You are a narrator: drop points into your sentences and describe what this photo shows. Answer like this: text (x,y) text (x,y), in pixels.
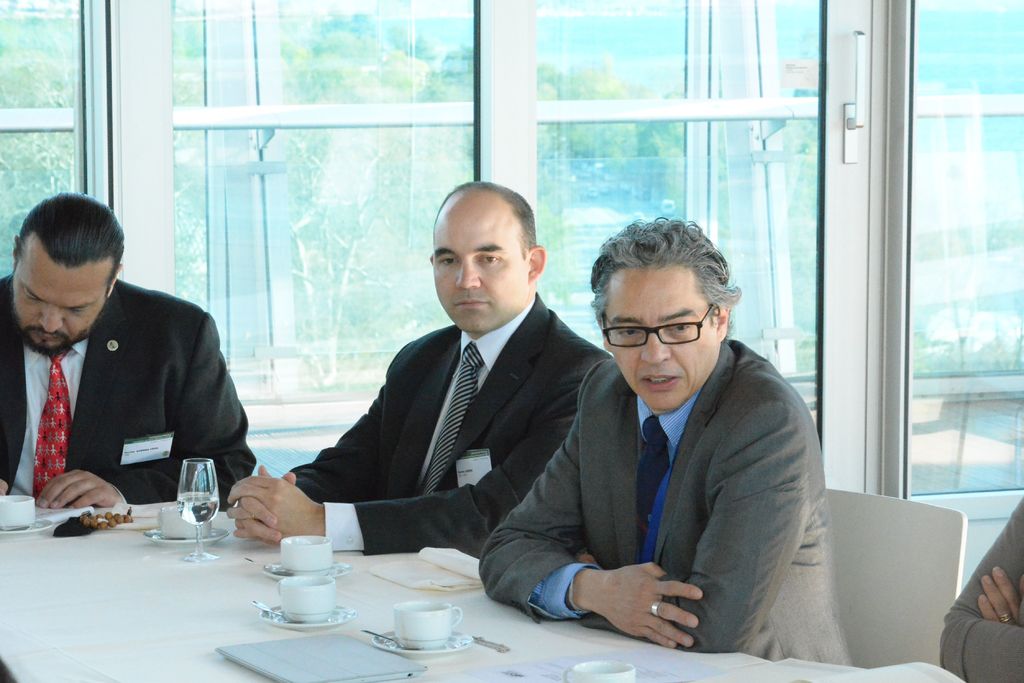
In this picture we can see a group of people (212,440) sitting on the chairs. In front of the people (488,414), there is a table (120,587) and on the table (127,573), there are cups (18,498), saucers (459,637), a glass (207,522), papers (520,673) and some objects (360,673). Behind the people (153,433), there are glass windows (418,112). Behind the glass windows (44,107), there are trees (26,68).
